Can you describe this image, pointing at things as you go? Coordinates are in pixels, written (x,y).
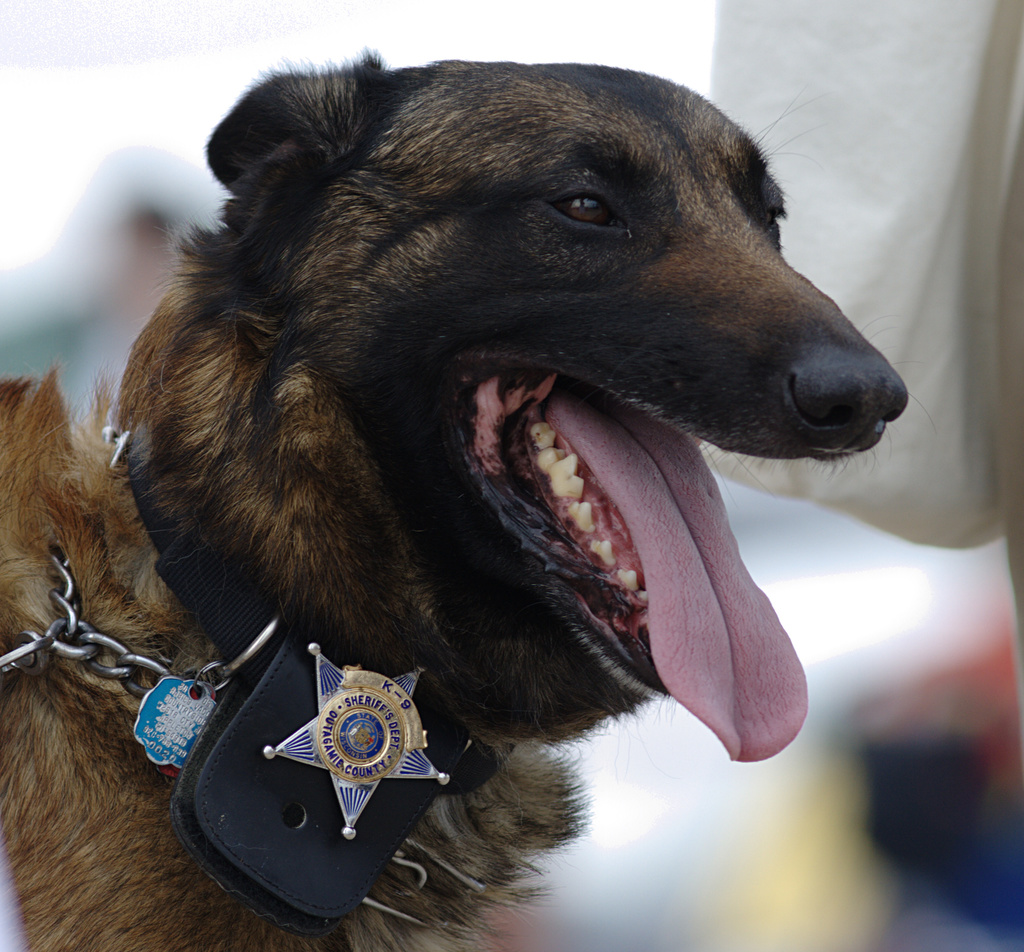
In this image I can see a dog (549,625) in the front (236,714), I can see this dog (168,607) is wearing a black belt (254,680) and I can also see a badge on this belt (248,696).
